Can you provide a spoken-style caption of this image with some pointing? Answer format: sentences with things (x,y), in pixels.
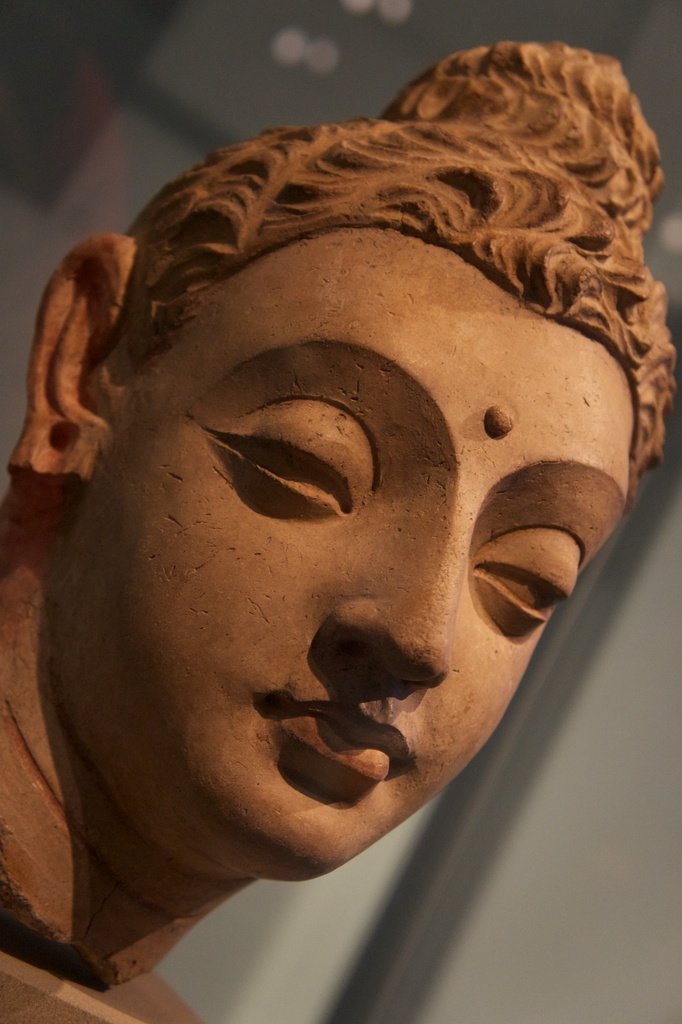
In this picture we can see the statue of a woman's face (355,331) which is kept on the table (87,1003). In the background (389,906) we can see the door (431,930) and wall (574,903).
